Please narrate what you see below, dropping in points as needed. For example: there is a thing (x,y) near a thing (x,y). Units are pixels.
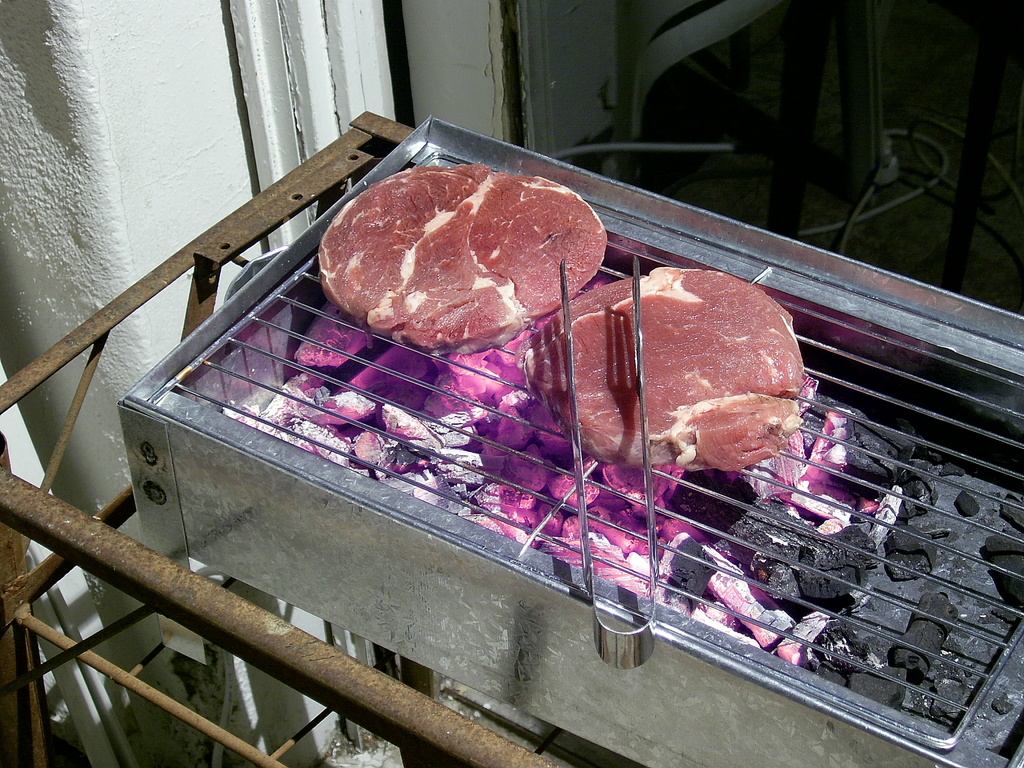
This is the picture of a grill (566,598) which has some coal (634,510) and on it there are some things (604,323) and tongs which are in silver color.
